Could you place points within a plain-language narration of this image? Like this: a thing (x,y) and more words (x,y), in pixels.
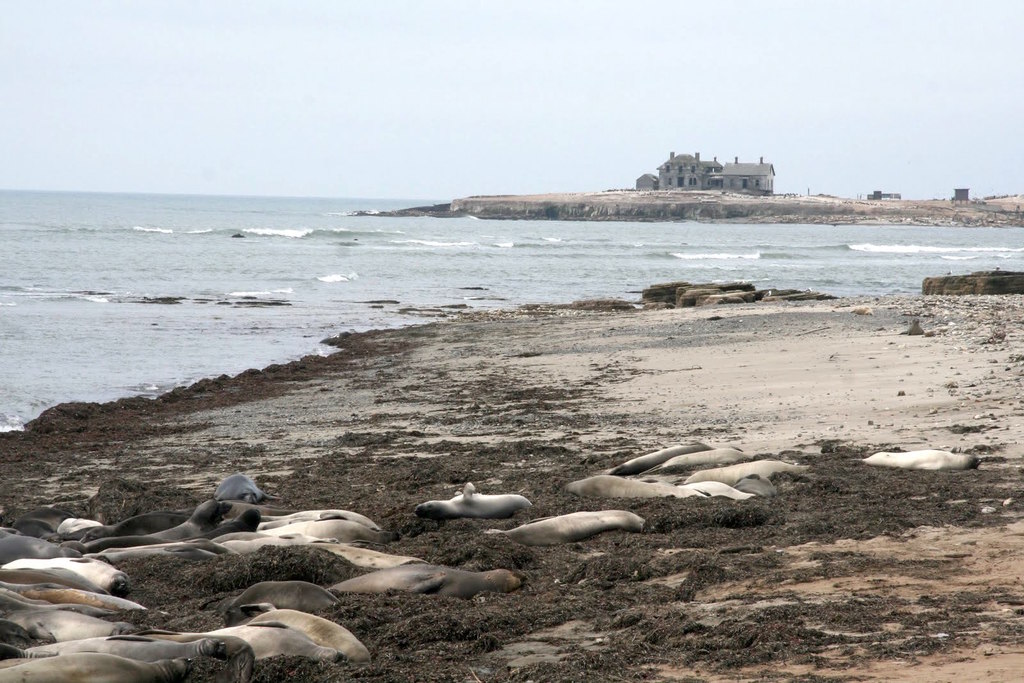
In this picture we can see the view of the seaside (433,400). In the front (373,490) bottom side we can see many seals (327,510) lying on the sand (737,611). Behind there is the sea water (386,253). In the background (774,177) we can see a small house (647,181).
